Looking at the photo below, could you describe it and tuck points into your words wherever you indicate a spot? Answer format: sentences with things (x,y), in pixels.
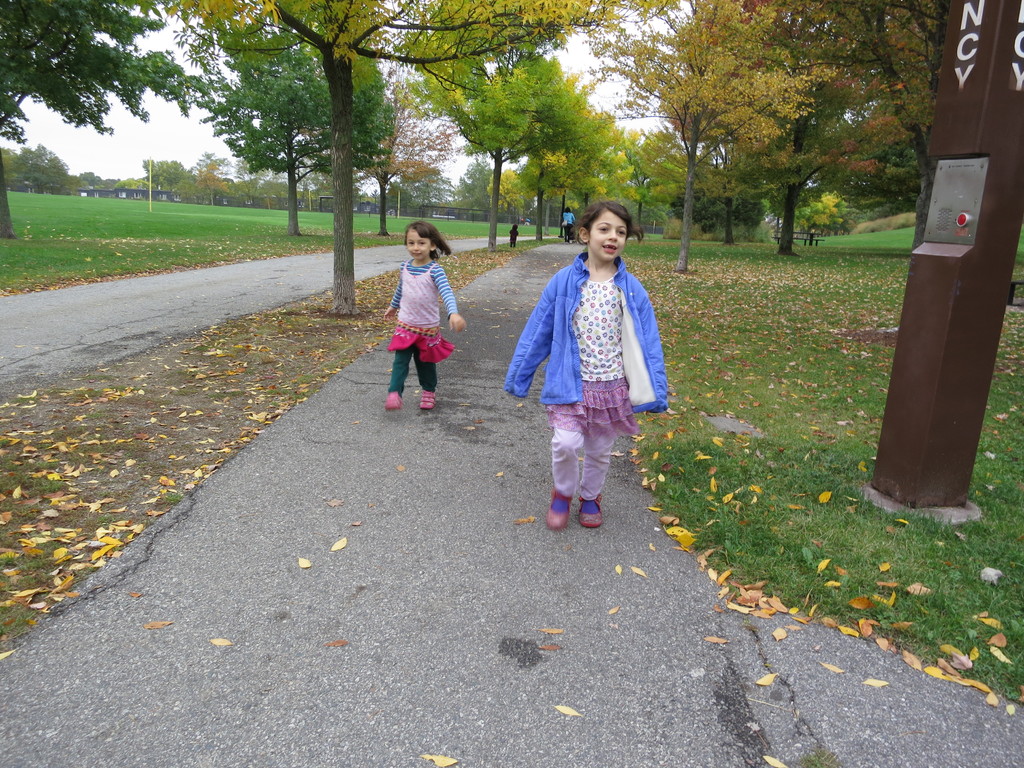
In this picture we can see two girls (624,419) walking on the road (479,589), here we can see dried leaves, grass (803,315), object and in the background (816,180) we can see people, trees (873,14), wall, sky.
